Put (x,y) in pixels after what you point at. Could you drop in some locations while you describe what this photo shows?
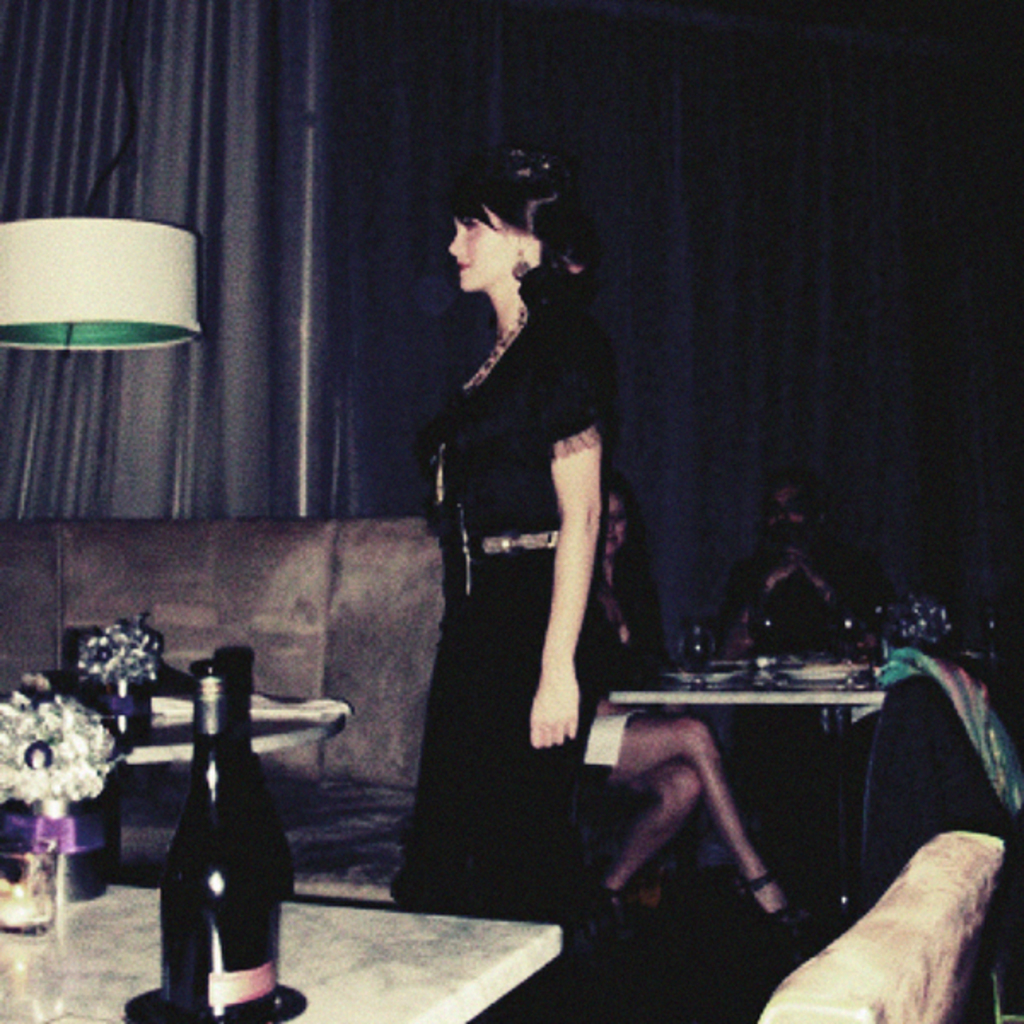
There is a girl (527,395) standing in the picture in front of a table (298,707) on which a flower pot (114,682) is placed. There is a bottle (221,908) on the another table (368,955). Some people (627,670) were sitting around the table (747,692) in the back side (635,682). We can observe a sofa (290,571) and a curtain (253,425) here.
